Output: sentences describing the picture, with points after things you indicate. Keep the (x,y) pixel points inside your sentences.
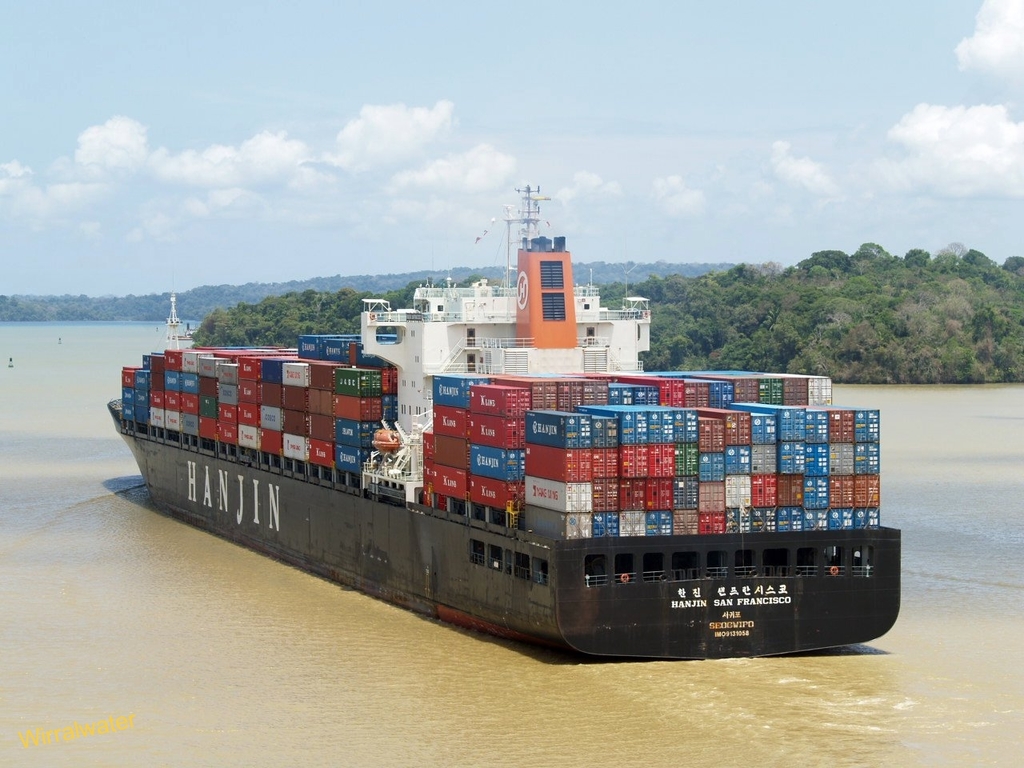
In this image we can see a ship (389,468) with boxes (652,459) is on the river (830,681). On the right side of the image (761,308) there are some trees (799,294). In the background (296,313) there are mountains (339,277) and sky (234,267).
